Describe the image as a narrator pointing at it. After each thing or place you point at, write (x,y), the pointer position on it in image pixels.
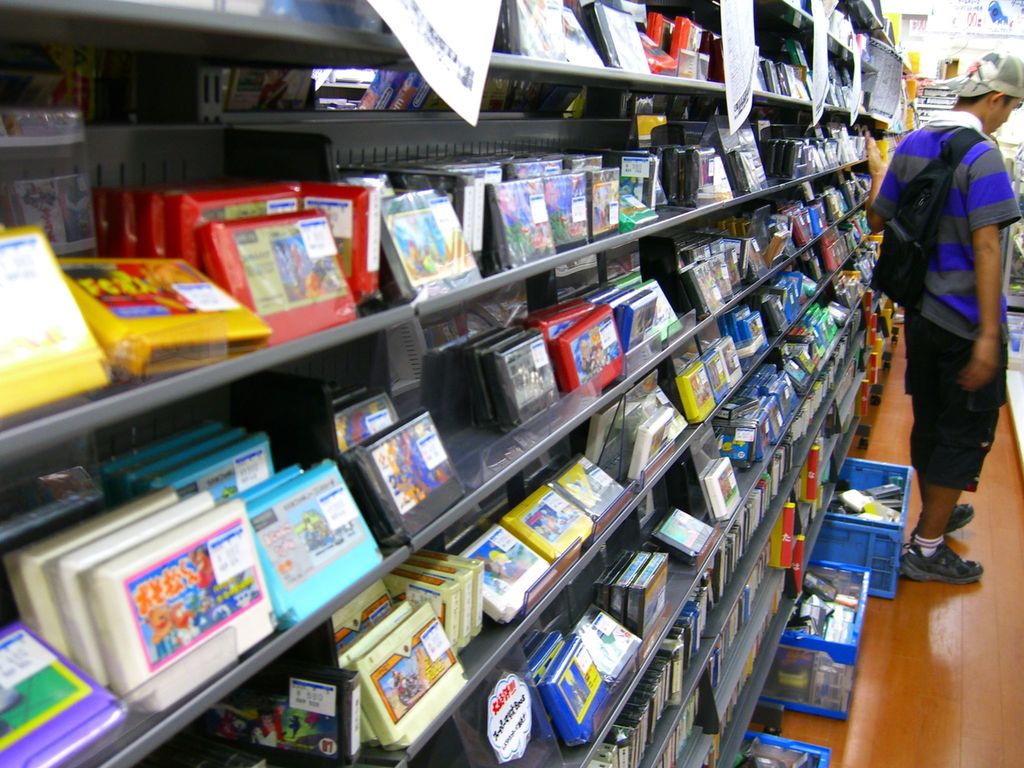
There is a person (930,473) standing on the floor (958,644). Here we can see baskets (875,482) and gaming accessories (423,490) on the rack (584,83). There are posters (817,101).
